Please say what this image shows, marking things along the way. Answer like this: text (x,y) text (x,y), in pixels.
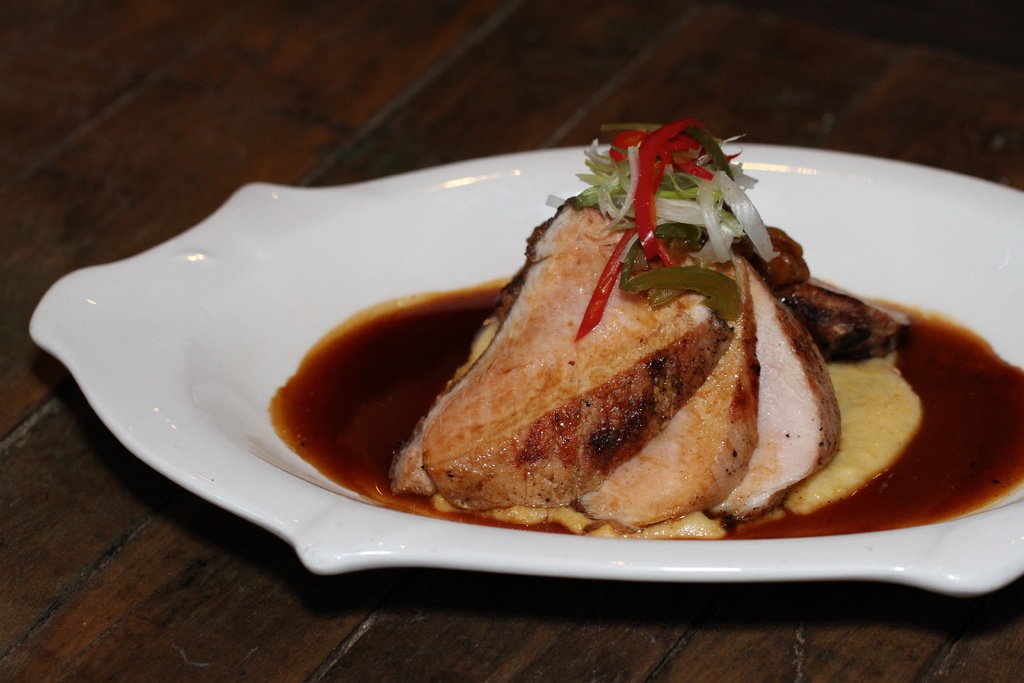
In this picture we can see a plate (355,536), there is some food (540,402) and sauce (908,463) present in the plate (360,522), at the bottom (639,639) there is a wooden surface (587,674).
